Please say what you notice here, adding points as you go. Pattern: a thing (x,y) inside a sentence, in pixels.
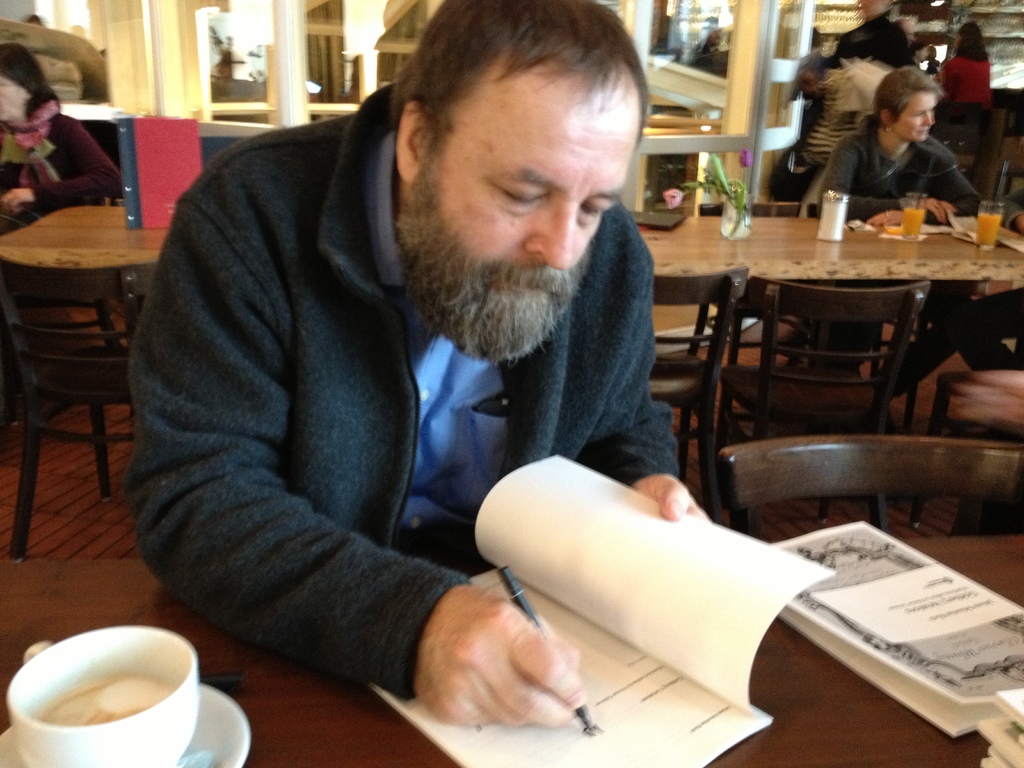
In this picture we can see a man (440,147) sitting on a chair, holding a pen (526,612) and writing on a book (623,573), and in front (629,657) here is the table (801,704) and books (952,683) and teacup (135,696), at the back (734,181) here is the table (74,244) and a woman (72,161) sitting on a chair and here is the glass (234,52), and juice glass (909,217) and flower pot (734,194) on it.
